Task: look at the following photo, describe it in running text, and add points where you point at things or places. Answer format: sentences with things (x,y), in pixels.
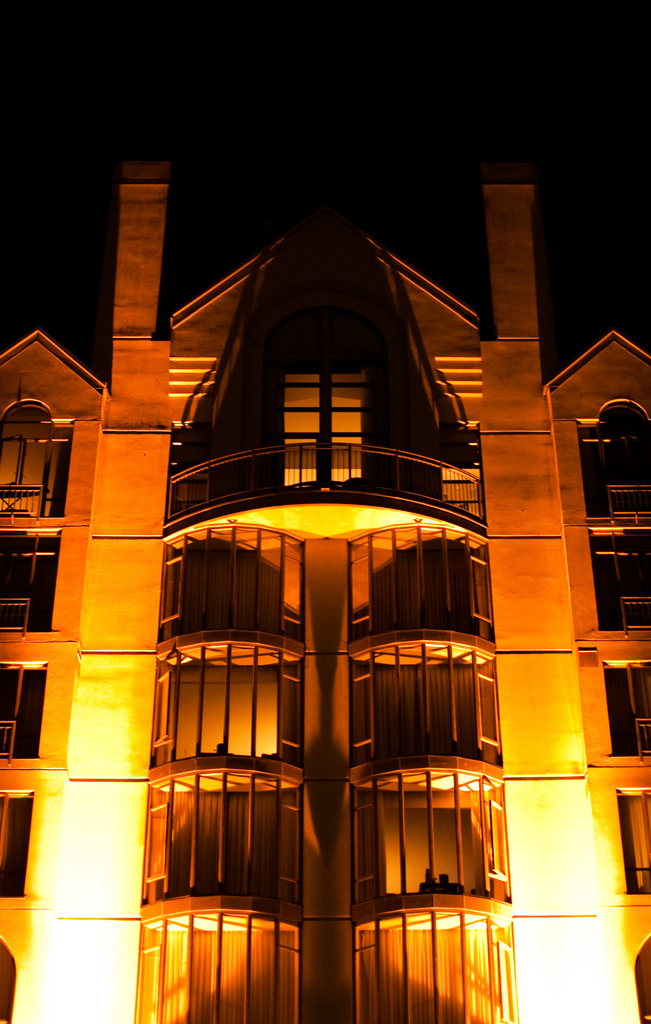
In this image we can see building (158,367), grills (257,486), railings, electric lights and sky (108,146).
